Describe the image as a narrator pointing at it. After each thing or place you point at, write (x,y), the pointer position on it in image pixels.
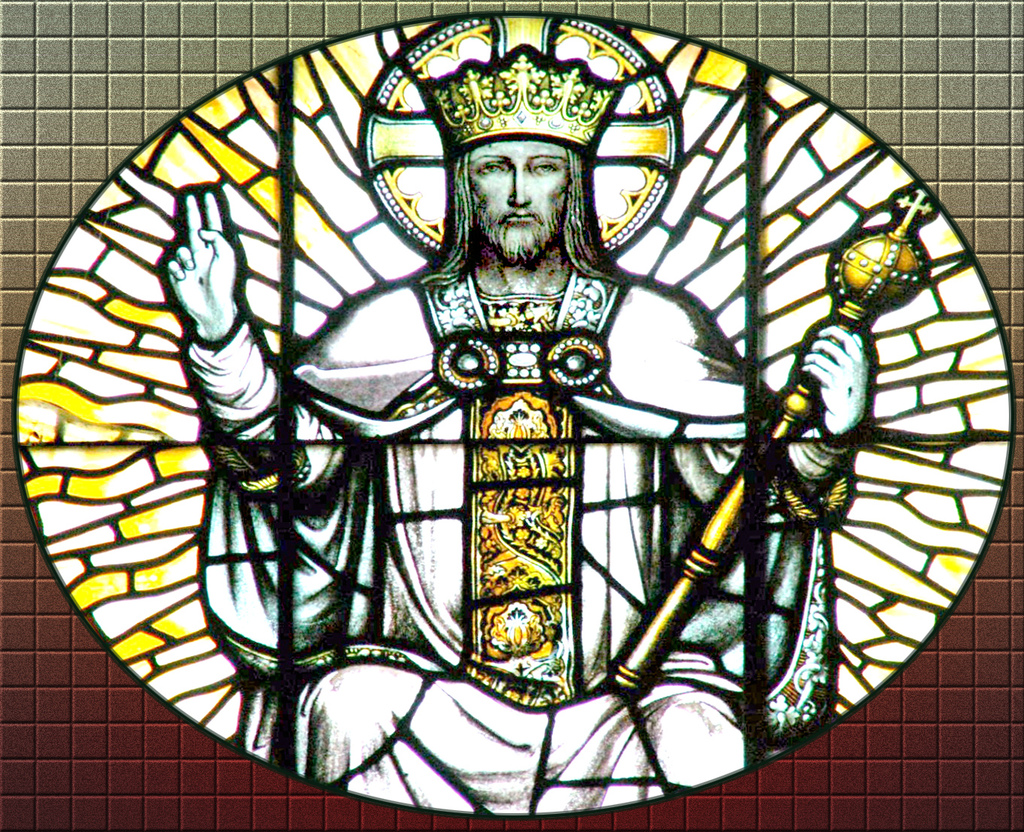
In the image I can see painting (452,305) of a person (468,500) who is sitting and holding something (739,475) in the hand (847,362). The person (602,586) is wearing a crown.
